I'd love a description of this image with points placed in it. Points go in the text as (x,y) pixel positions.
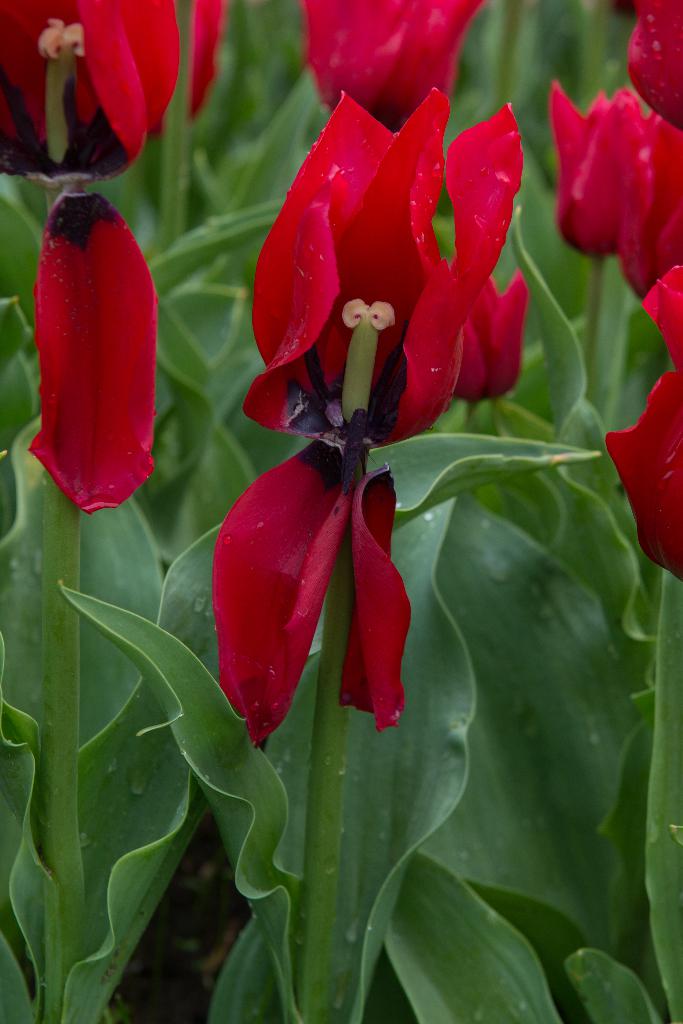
Here we can see flowers (381,617) and plants (483,857).
